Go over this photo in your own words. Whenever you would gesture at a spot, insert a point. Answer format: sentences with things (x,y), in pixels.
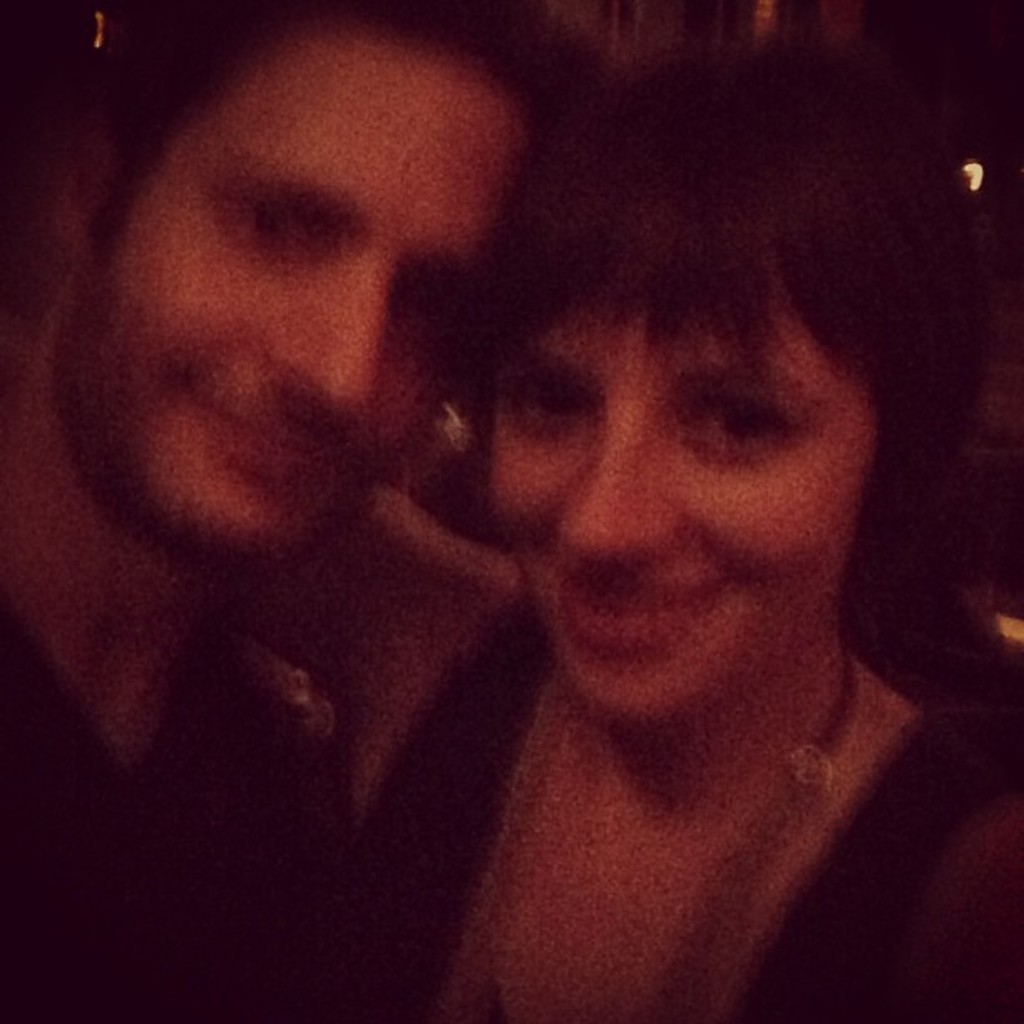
He is a man (92,693) and she is a woman (909,999) with a smile (581,614) on their faces (732,621).
